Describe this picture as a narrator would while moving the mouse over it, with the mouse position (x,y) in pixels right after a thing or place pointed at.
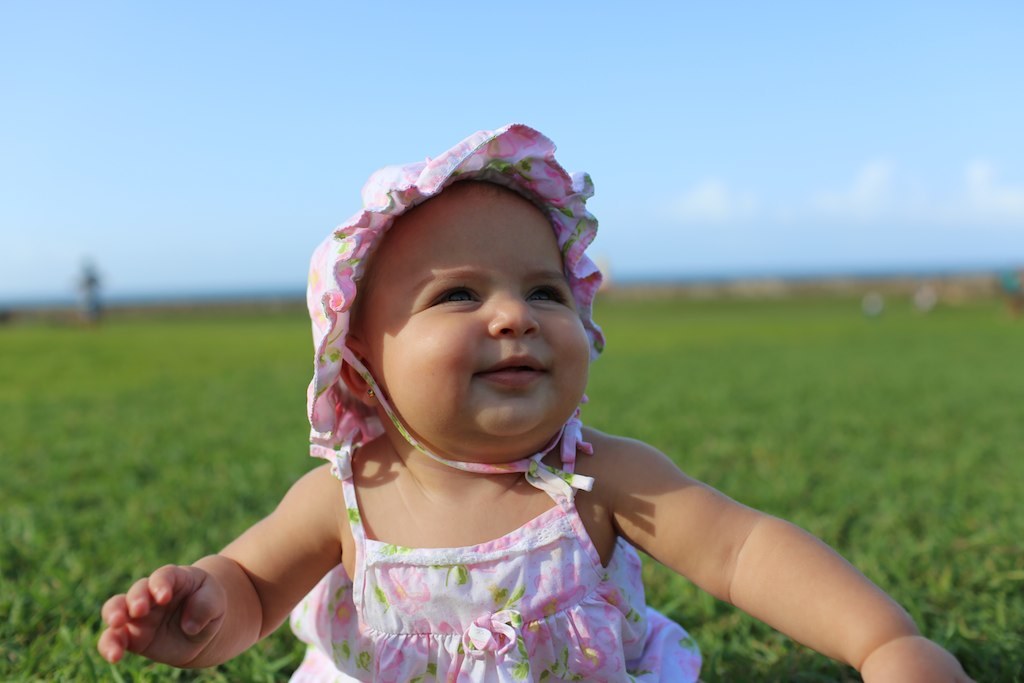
In the picture I can see a girl (336,467) in the middle of the image (434,238) and there is a pretty smile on her face (553,278). She is wearing a pink color dress (566,565) and there is a pink color cap (500,167) on her head (466,195). In the background (223,333), I can see the green grass (830,394). There are clouds (874,192) in the sky (860,196).
